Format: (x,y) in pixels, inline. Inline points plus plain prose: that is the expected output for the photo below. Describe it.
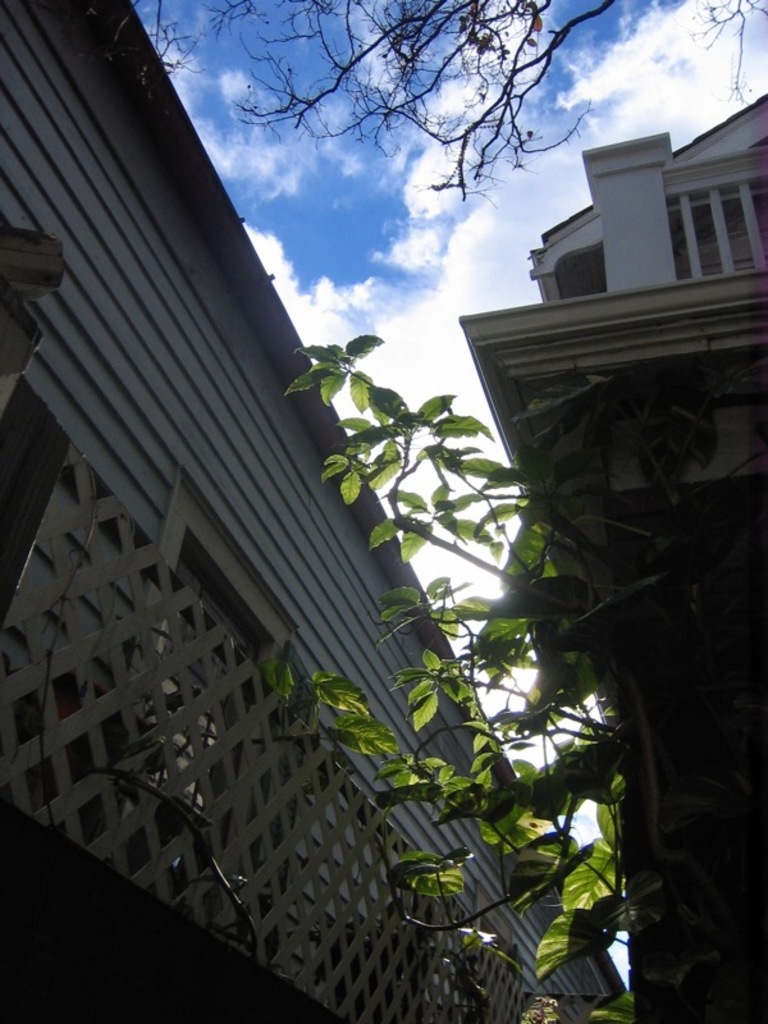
In this picture we can see few buildings (496,403), trees (557,692) and clouds (431,386).
